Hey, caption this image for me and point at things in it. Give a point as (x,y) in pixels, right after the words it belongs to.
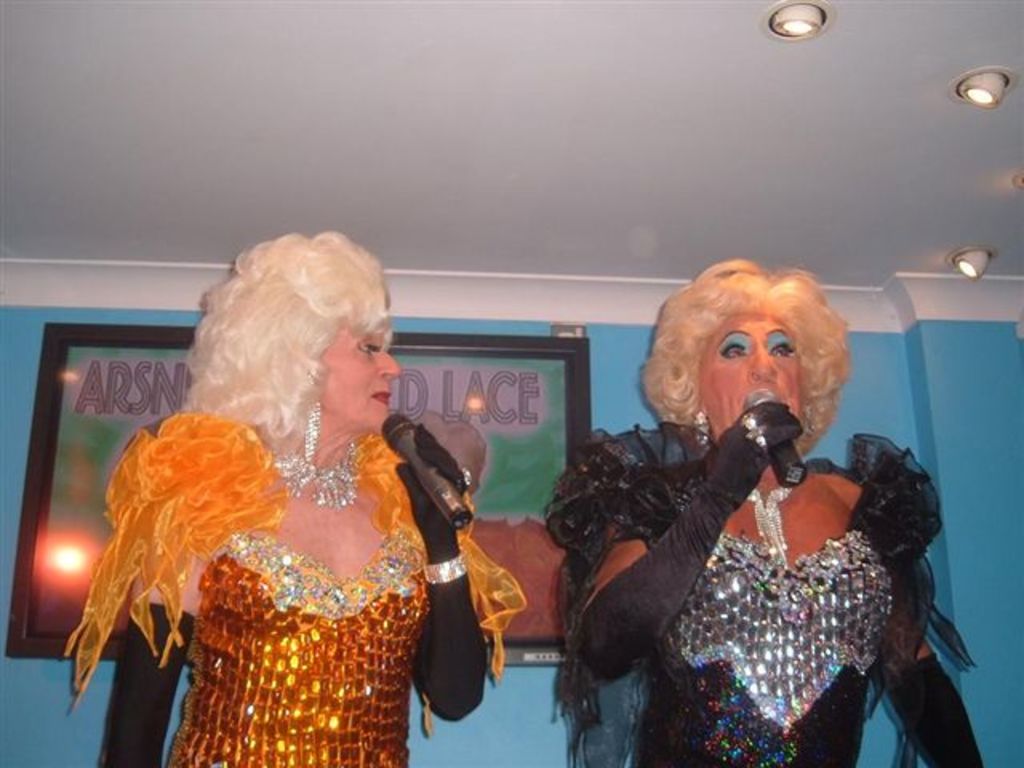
In this image, we can see two persons (599,494) standing and they are wearing fancy dresses (580,497), they are holding the microphones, in the background (42,681), we can see a wall (6,508) and there is a photo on the wall (20,476).
